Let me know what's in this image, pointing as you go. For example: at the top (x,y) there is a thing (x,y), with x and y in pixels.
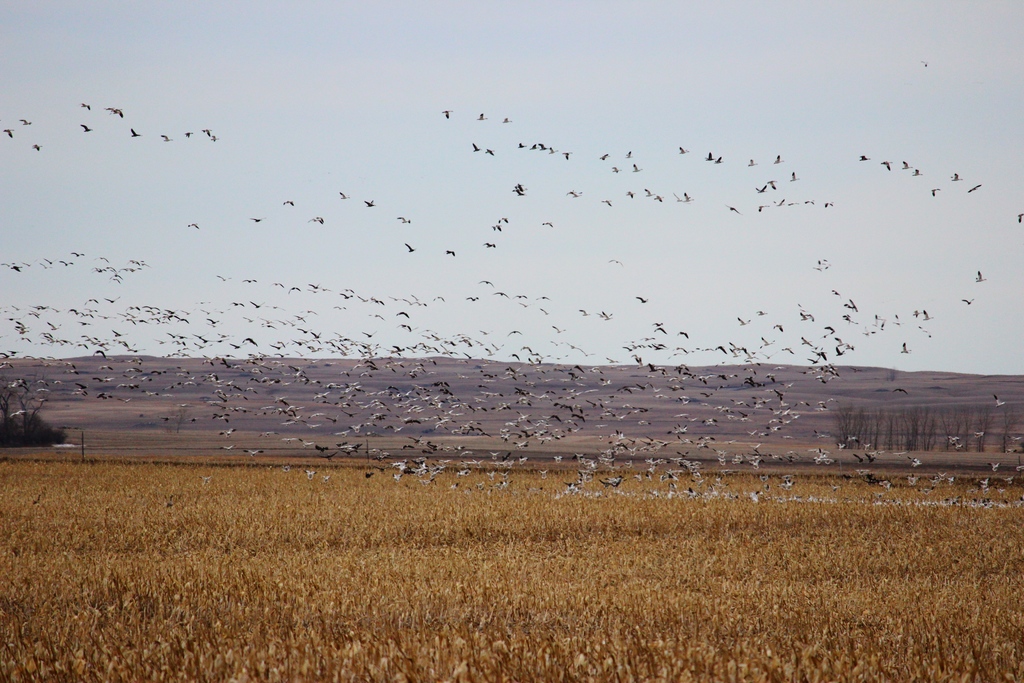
In this picture we can see the farmland (899,609). On the right (926,431) and left side (22,424) we can see the trees (40,427). At the bottom (826,552) we can see the grass (647,549). In the center (349,444) we can see many birds (101,346) which are flying in the air (939,233). At the top (757,41) we can see the sky (759,40) and clouds (775,54). In the background (824,385) there is a mountain (876,379).
